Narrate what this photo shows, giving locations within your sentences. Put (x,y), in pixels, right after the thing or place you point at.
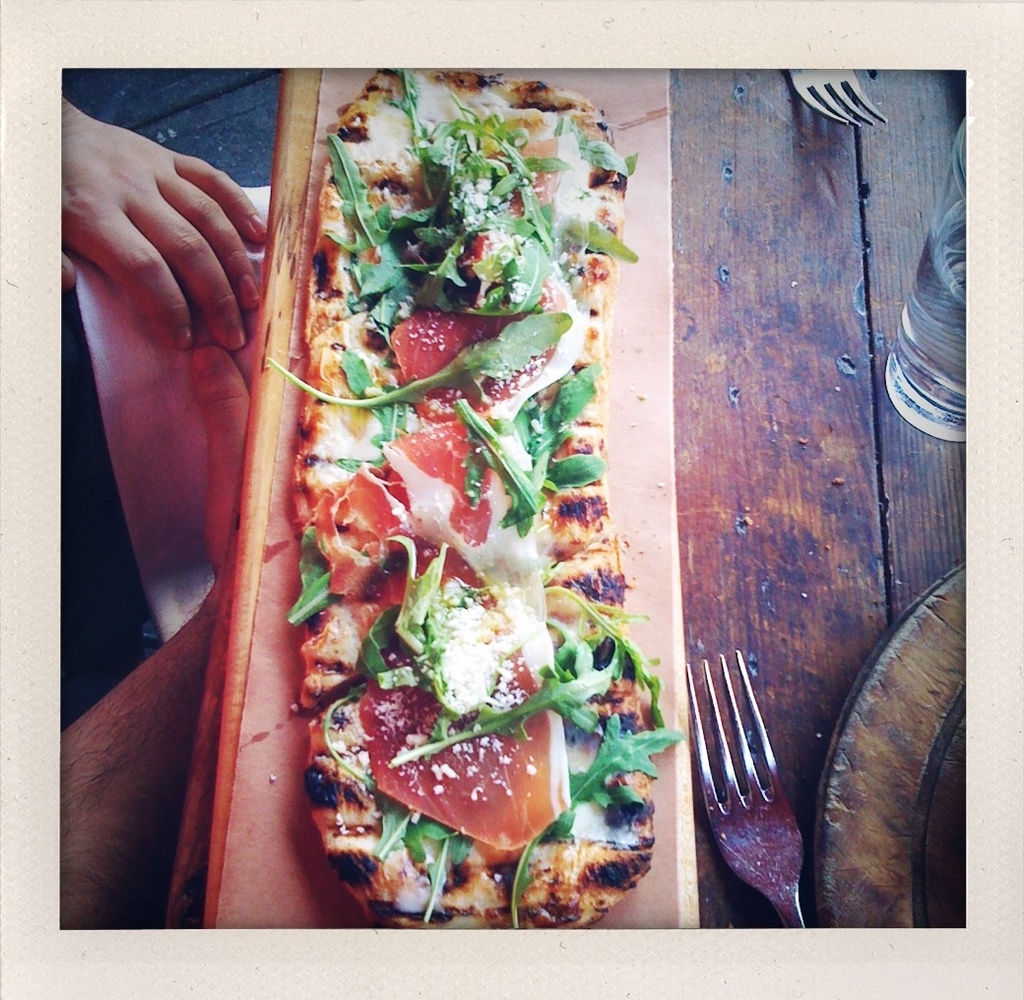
This image is taken indoors. At the bottom of the image (743,862) there is a table (770,472) with forks (754,822), a glass (935,322) of water (938,348), a tray (891,670) and a plate (347,525) with a food item (391,490) on it. On the left side of the image (107,600) there is a person (133,564).
